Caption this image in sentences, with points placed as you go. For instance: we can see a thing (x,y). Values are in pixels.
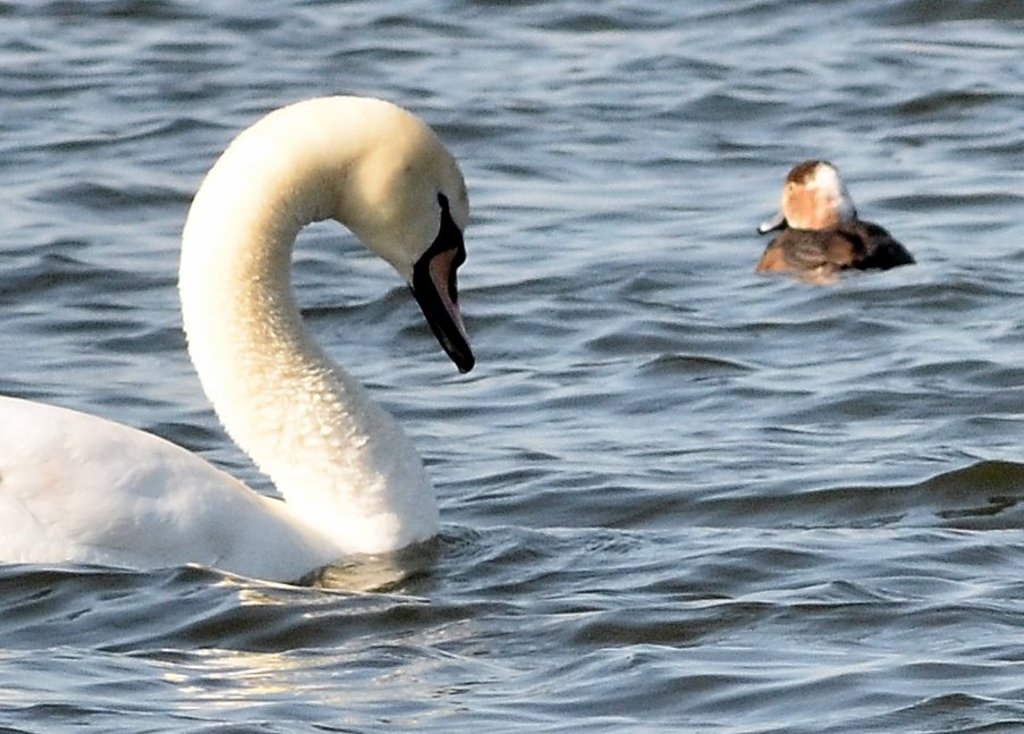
In this image I see 2 birds (819,231) in which this one is of white in color and this one is of white and brown in color and both of the birds (419,278) are in the water (586,311).
